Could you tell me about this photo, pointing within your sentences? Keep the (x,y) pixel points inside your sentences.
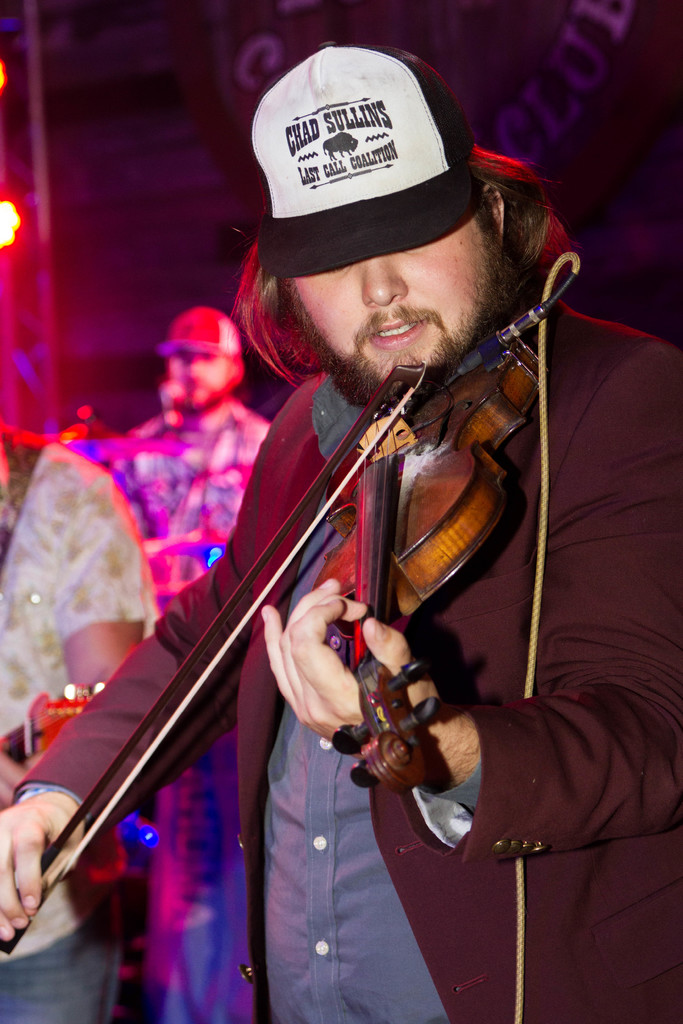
The person (599,545) wearing maroon suit (575,617) is playing violin (333,523) and there are some other peoples (72,451) behind him.
